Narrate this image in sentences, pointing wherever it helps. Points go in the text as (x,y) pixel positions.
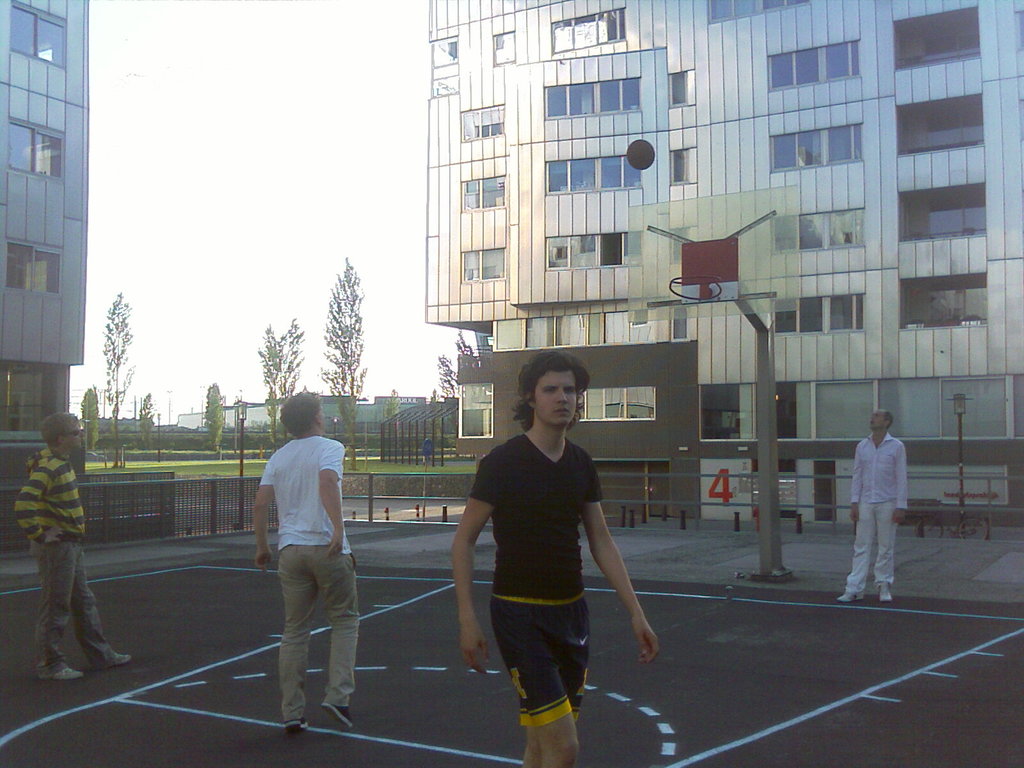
In the image we can see there are people (537,512) standing on the basketball court (181,759) and there is a basketball ring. There is a basketball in the air, there are buildings (500,179) and there are trees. There is clear sky (120,196) on the top (104,251).
